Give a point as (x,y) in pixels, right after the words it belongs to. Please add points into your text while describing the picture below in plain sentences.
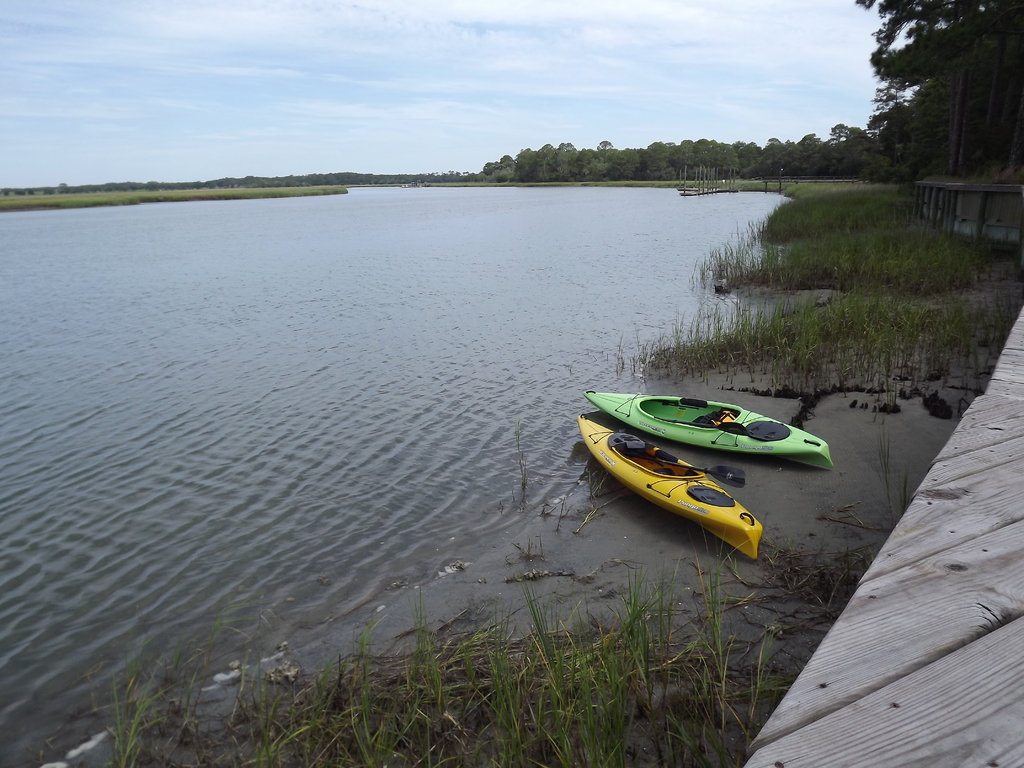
In the picture we can see two boats (672,474) which are in yellow and green color, there is water (206,371) and in the background of the picture (474,123) there are some trees (348,181) and clear sky (317,110).
